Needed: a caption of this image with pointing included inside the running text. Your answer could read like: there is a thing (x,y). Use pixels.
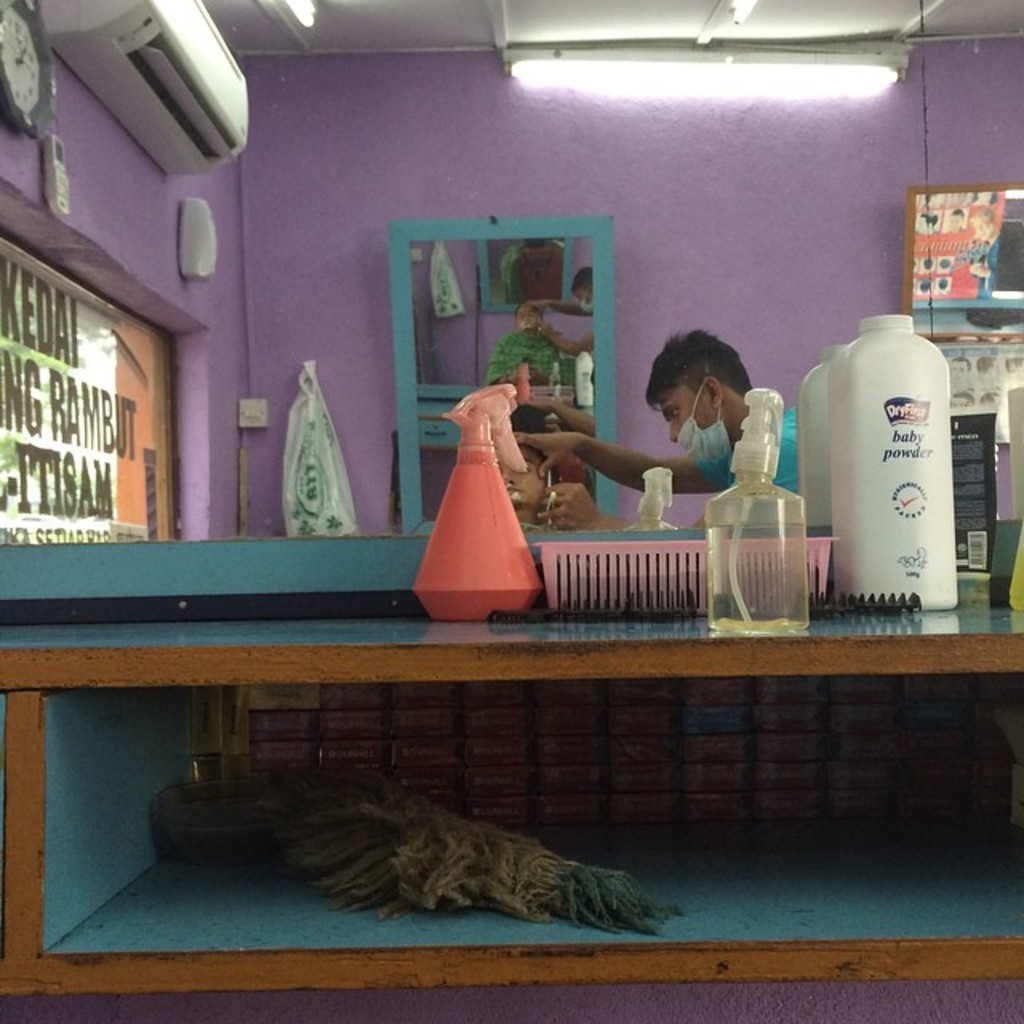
This picture shows a saloon (634,514) where a man (582,339) shaving a customer (518,485) and we see a mirror (582,367) and bottles (754,598) on the table (1000,661).
